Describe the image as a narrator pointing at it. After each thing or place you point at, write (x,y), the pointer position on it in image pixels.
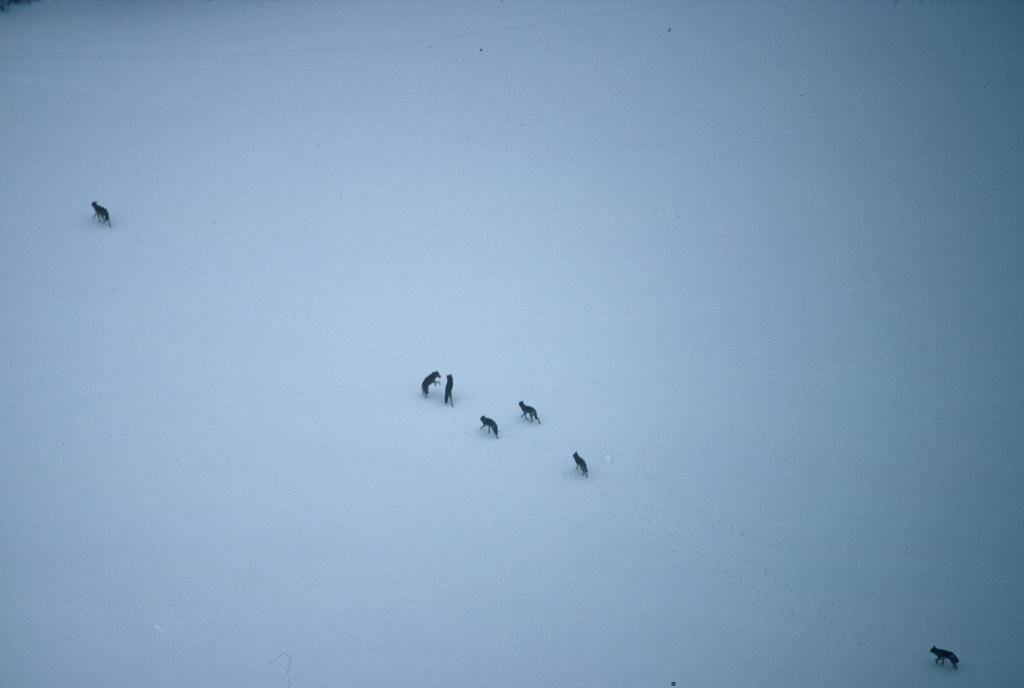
This is a picture taken in a snowy area (525,432). In the center of the picture (530,408) there are wolves (536,419). On the right (950,659), at the bottom (945,651) there is a wolf (943,657). On the left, at the top (104,211) there is a wolf (101,211). In this picture there is snow (592,65) everywhere.
